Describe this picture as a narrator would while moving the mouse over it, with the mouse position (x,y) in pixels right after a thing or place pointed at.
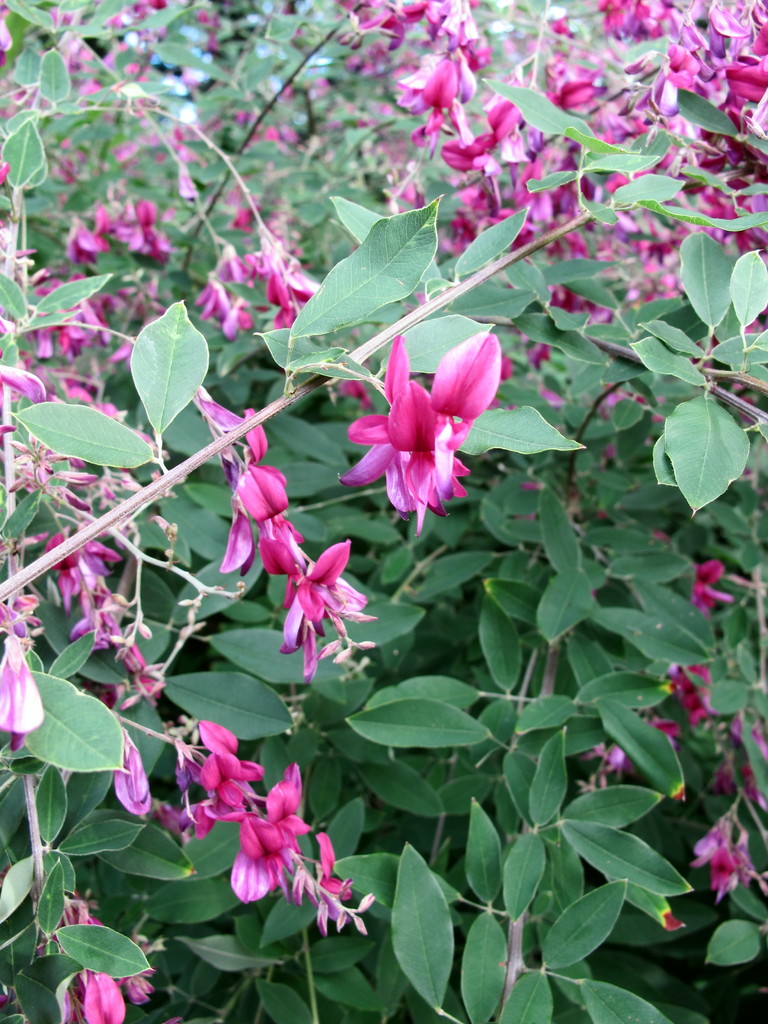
In this image we can see some trees (573,420) with flowers (465,472) and buds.
